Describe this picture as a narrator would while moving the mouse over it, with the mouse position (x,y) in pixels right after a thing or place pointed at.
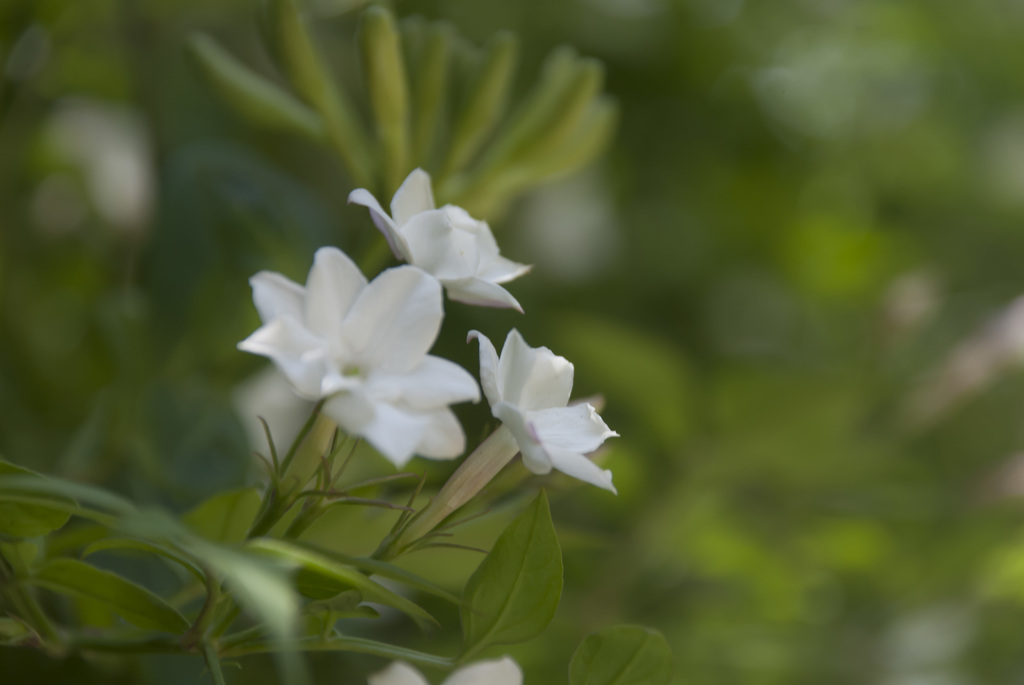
In this image I can see few flowers (254,347) in white color, background (844,631) I can see few plants (388,565) in green color.
